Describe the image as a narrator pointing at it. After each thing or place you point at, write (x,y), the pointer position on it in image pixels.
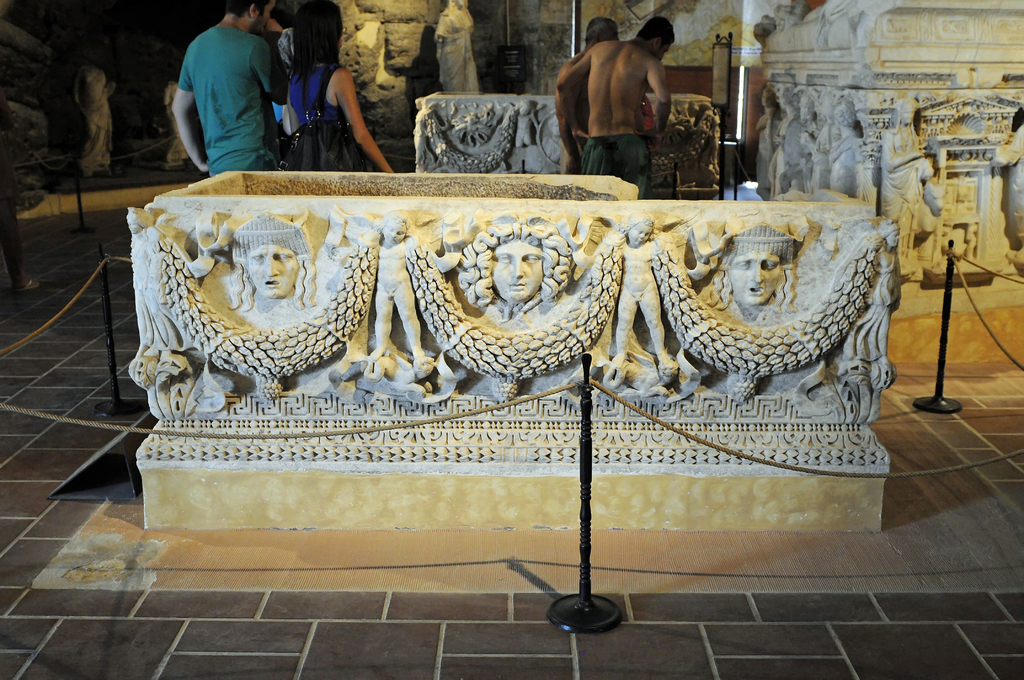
This picture seems to be clicked inside. We can see there are many number of sculptures (746,293) and we can see the rope (598,386) and metal stands (584,464). In background (271,73) we can see the group of persons (602,79) standing on the ground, we can see the wall (625,10), sculptures (451,127) and some other items (748,74).
